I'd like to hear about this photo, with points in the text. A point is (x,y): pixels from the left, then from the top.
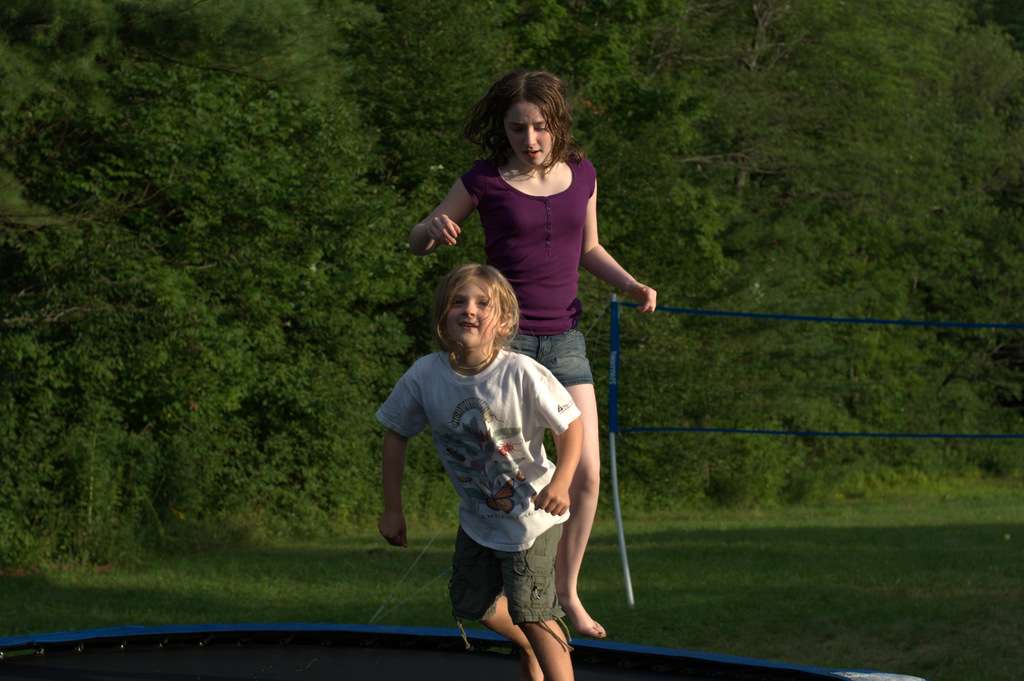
The picture seems to be clicked outside. In the foreground (447,364) we can see a kid (435,392) wearing white color t-shirt (455,393) and seems to be jumping on a black color object (363,658) and we can see a woman (524,233) wearing t-shirt (562,272) and seems to be jumping. On the right (683,379) we can see the net (675,371) and a rod (615,474) and we can see the green grass (615,548), plants (289,392) and trees (303,181).
